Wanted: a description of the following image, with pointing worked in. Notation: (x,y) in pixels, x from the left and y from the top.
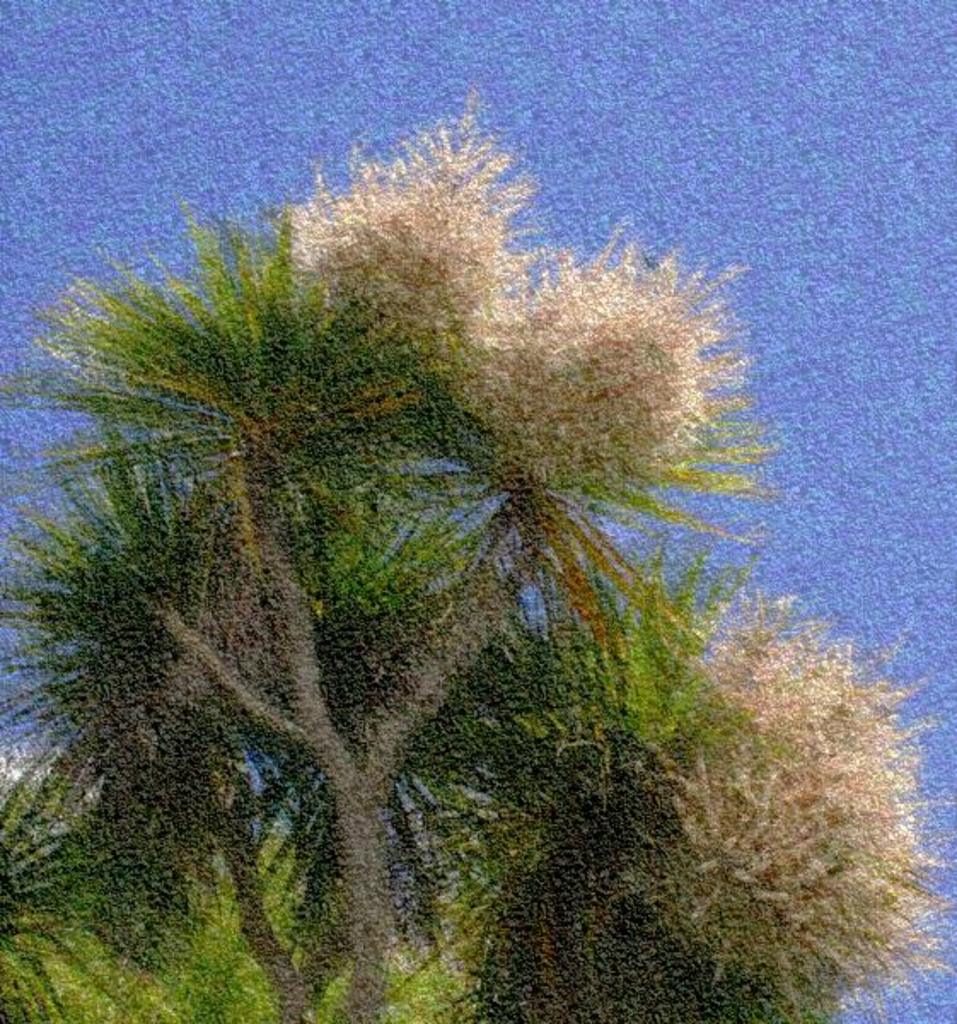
Here we can see a tree (596,532). Background (870,436) it is in blue color.
